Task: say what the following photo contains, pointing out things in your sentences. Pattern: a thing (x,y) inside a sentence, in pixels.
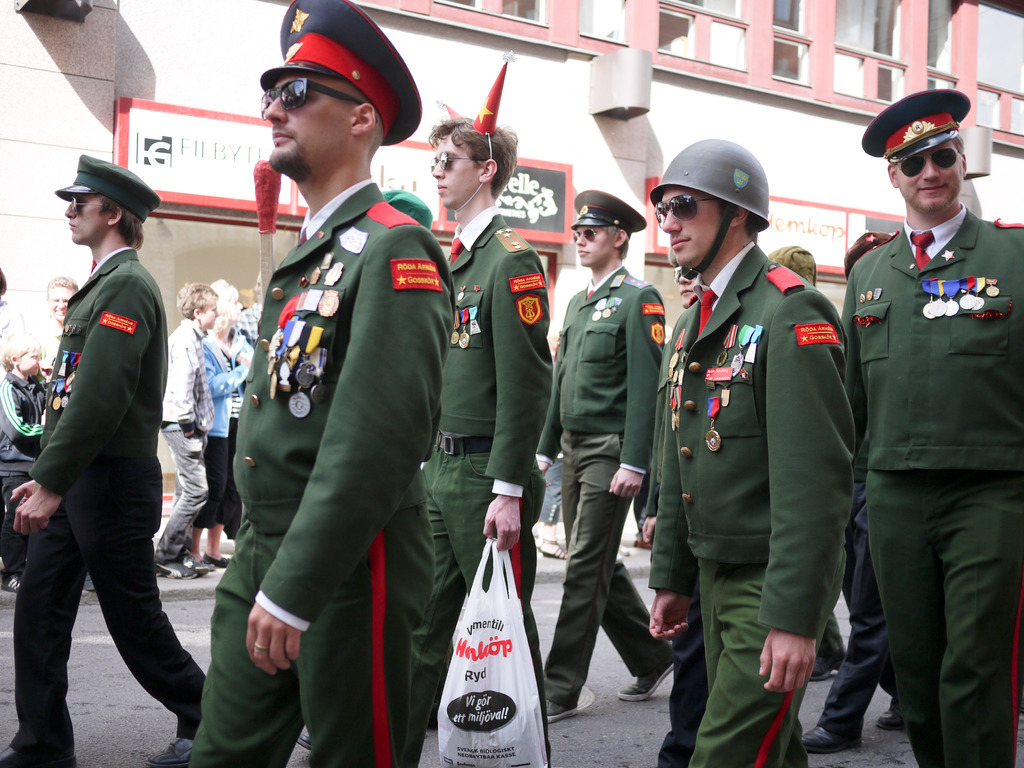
In this image there are some people (532,337) who are wearing same uniform (344,324) and walking, and one person (509,527) is holding one plastic cover (497,689). And in the background (220,390) there are some persons (249,341) and some buildings (718,16) and boards (524,182), on the boards (131,142) there is some text (158,150).
